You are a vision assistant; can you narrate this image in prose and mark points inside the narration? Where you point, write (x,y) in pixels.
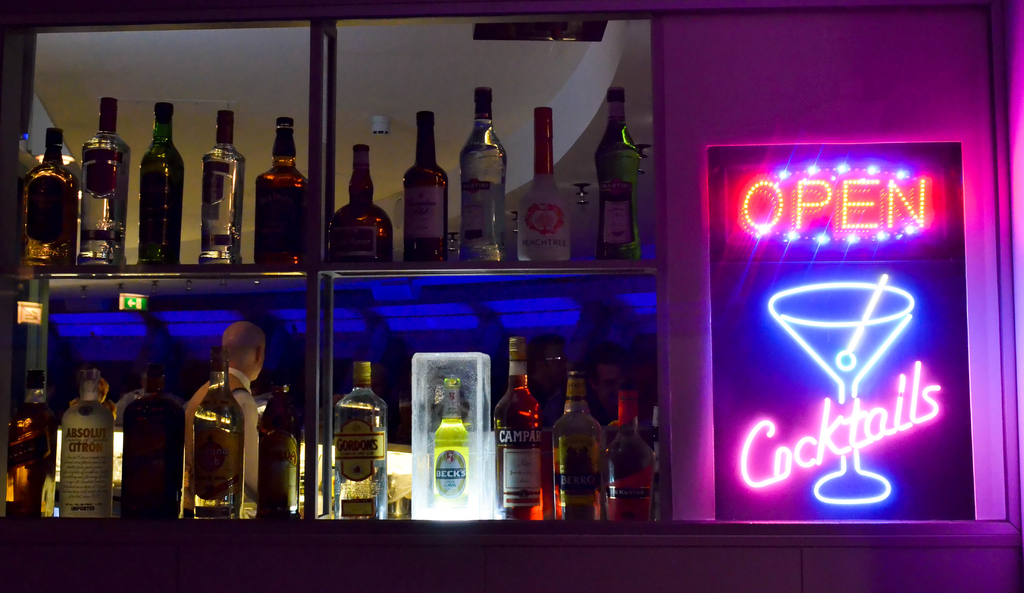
This is the picture taken in a shop (335,213), there are group of bottles (367,213) in a shelf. To the right side of the shelf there is a board (828,363) written as a open cocktails. Behind the shelf (330,268) there's a wall (269,85).
